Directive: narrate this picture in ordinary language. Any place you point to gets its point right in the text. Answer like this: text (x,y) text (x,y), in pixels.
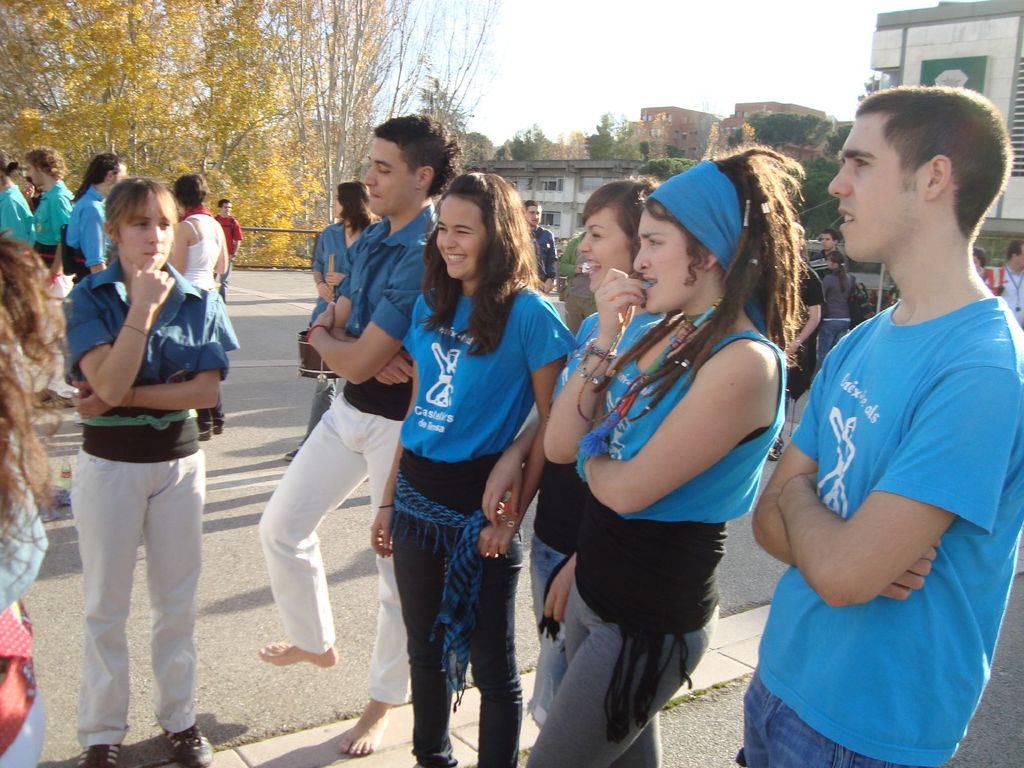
In this image we can see these people (602,336) wearing blue color dresses (971,326) are standing on the road (212,620). In the background (54,174), we can see a few more people (50,194), we can see houses (917,74), trees (169,40) and the sky (423,86).
